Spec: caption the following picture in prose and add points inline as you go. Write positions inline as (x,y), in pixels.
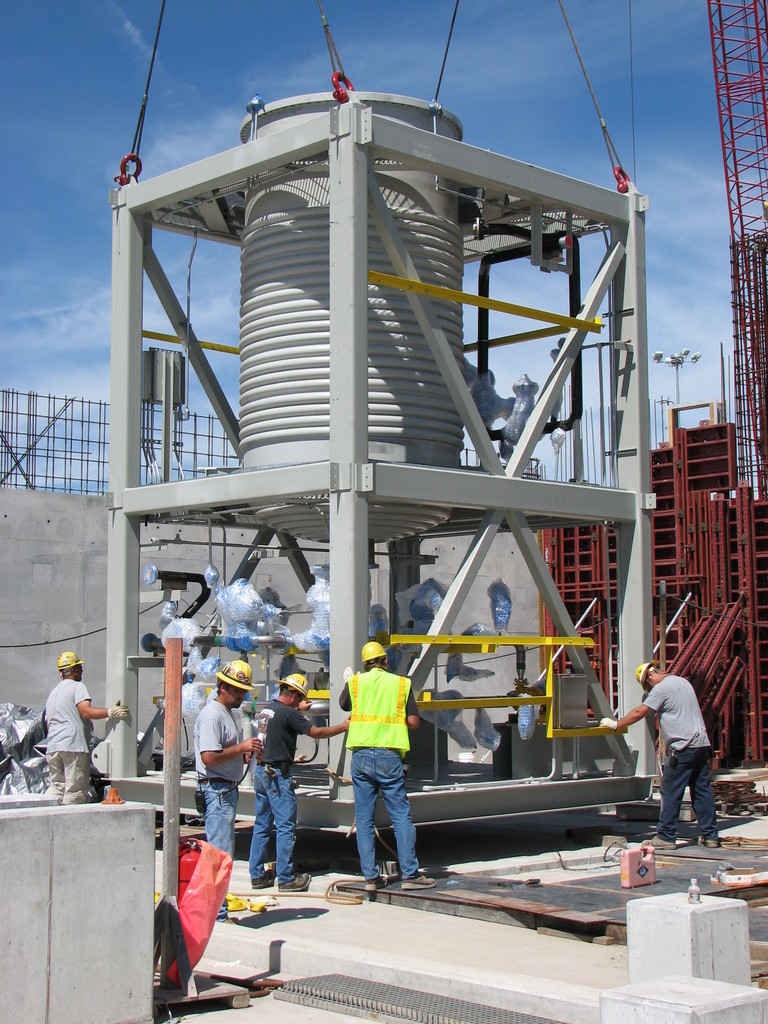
There are few persons (274,785) standing in front of an object (421,402) and there are few rods (718,525) which are red in color in the right corner (714,504).
